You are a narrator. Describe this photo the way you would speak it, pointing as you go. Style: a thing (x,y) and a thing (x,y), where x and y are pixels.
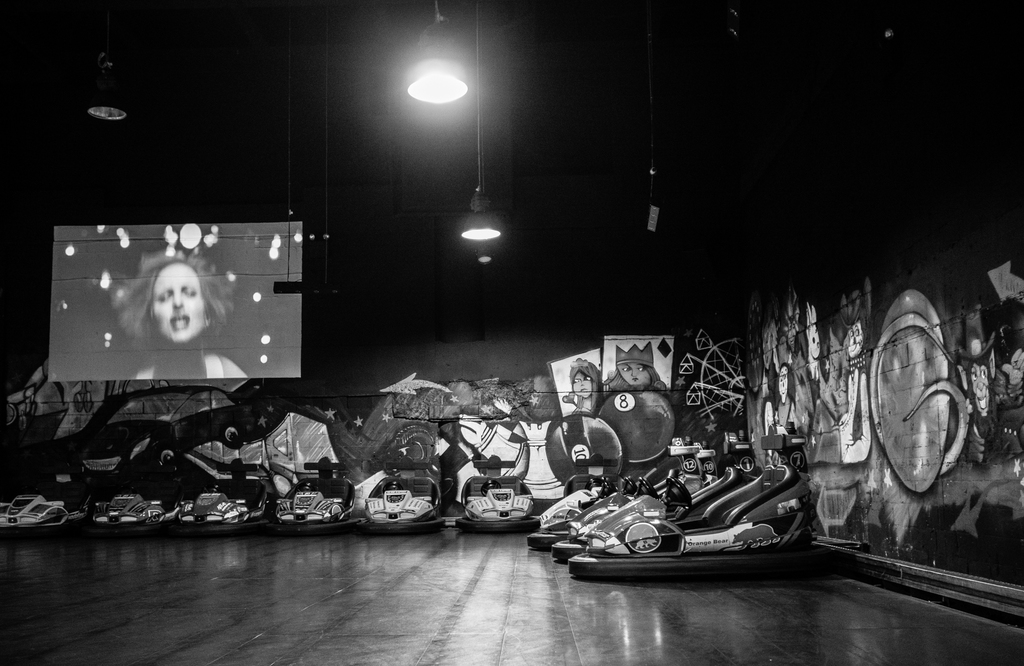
This is a black and white picture. I can see vehicles (749,496), lights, screen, and in the background (877,331) there are paintings (852,480) on the walls (873,347).
